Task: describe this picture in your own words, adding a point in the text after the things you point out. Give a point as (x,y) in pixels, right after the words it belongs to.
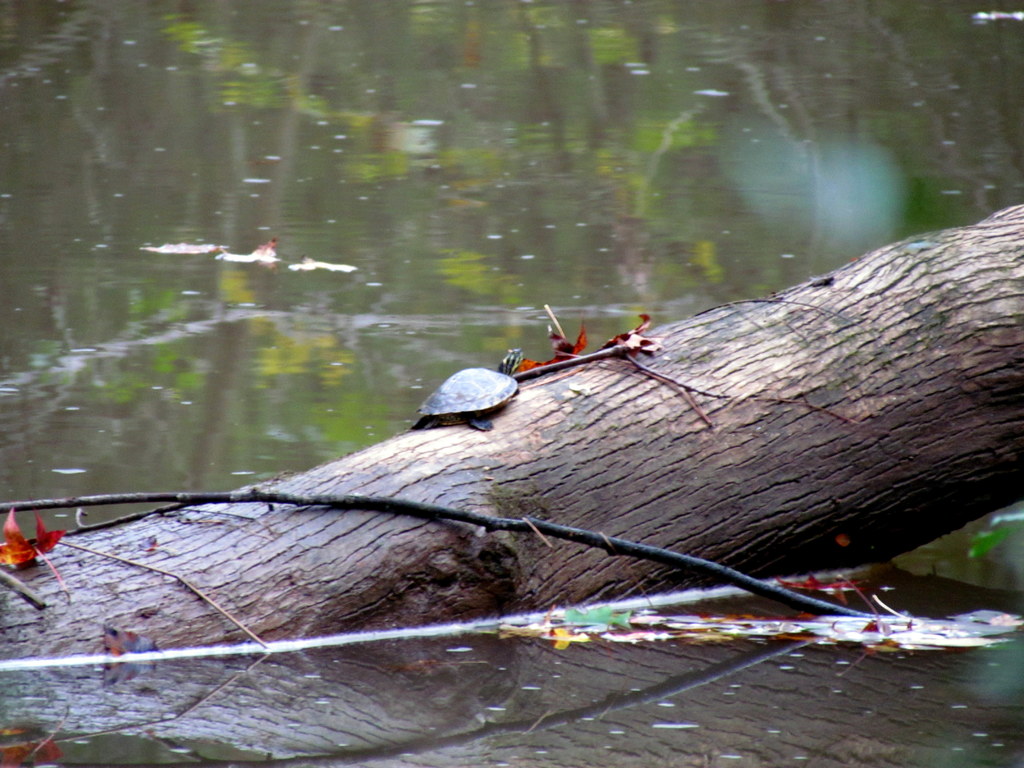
In this image we can see a wooden log (416,590) and stick (394,510) are partially in the water (383,348) and leaves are on the water (368,367).
